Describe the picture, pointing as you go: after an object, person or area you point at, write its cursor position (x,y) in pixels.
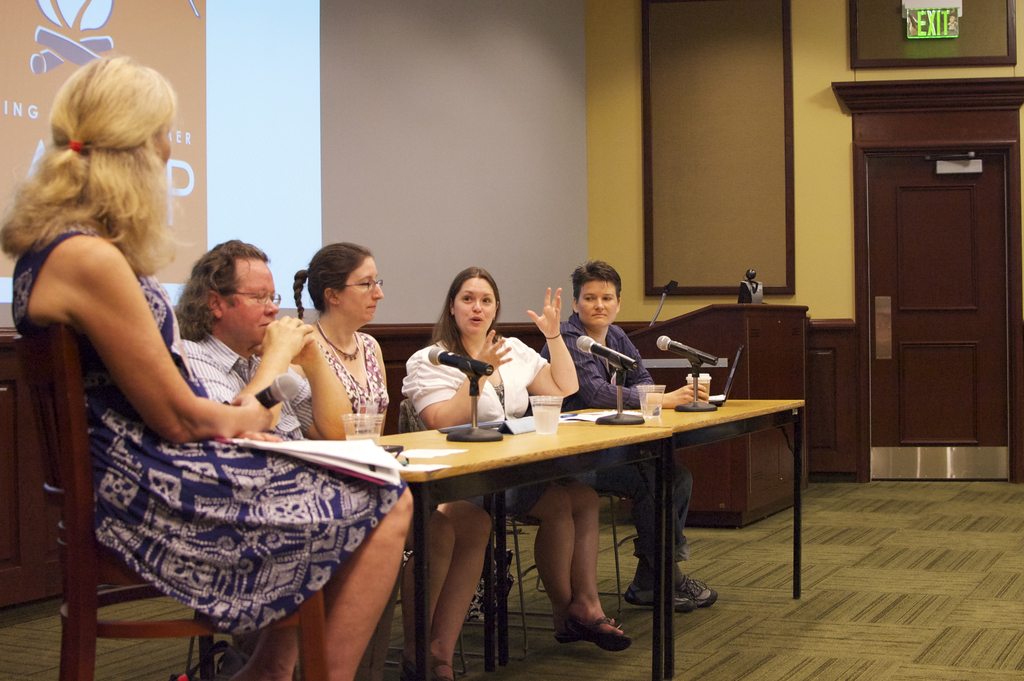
Here we can see a group of people (374,304) are sitting on the chair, and in front here is the table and microphone (612,364) and papers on it, and at back (473,79) here is the wall (476,91), and here is the door (893,193).
